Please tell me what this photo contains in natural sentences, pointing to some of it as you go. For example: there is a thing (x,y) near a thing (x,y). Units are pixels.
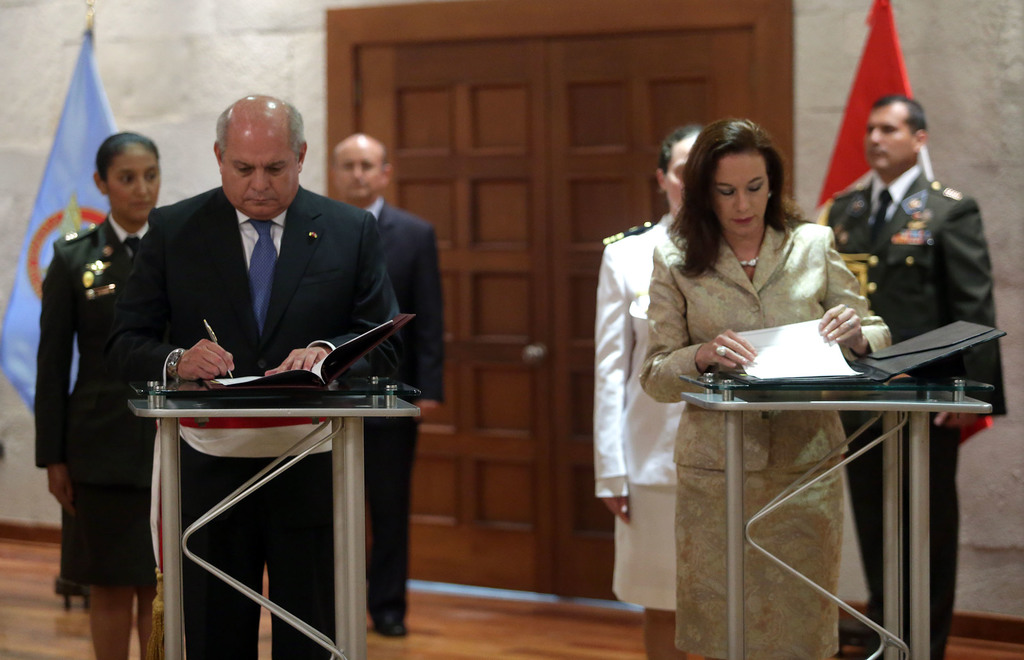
This is a picture taken in a office (585,202). In the foreground of the picture (814,392) there are two podiums (837,393), on the right podium (851,391) there is a woman (726,330) standing and holding a file (769,379) on the left podium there is a man (303,332) standing and signing. On the background (875,63) there are two flags (92,106) and four people (129,169) standing. On the top (553,79) background (540,191) there is a door (541,221).
